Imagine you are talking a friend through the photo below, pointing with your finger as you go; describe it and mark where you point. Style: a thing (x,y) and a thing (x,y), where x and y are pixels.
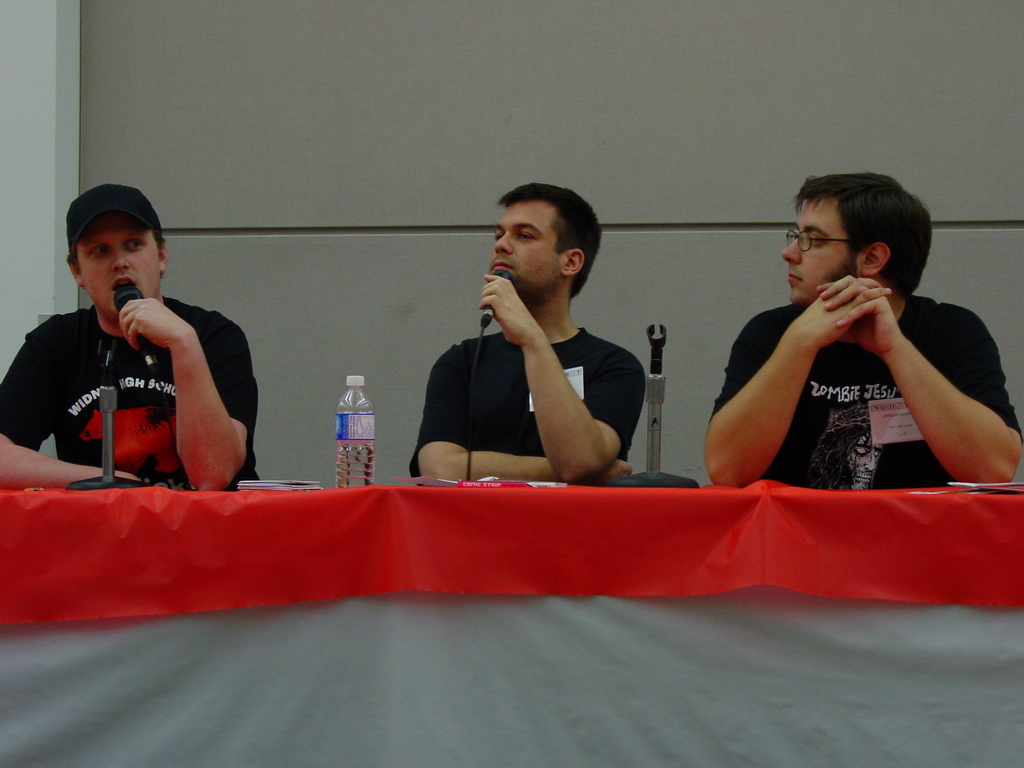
The three people (549,440) are sitting on a chair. There is a table (541,626). There is a bottle (343,459), microphone (638,479) on a table (650,491).
